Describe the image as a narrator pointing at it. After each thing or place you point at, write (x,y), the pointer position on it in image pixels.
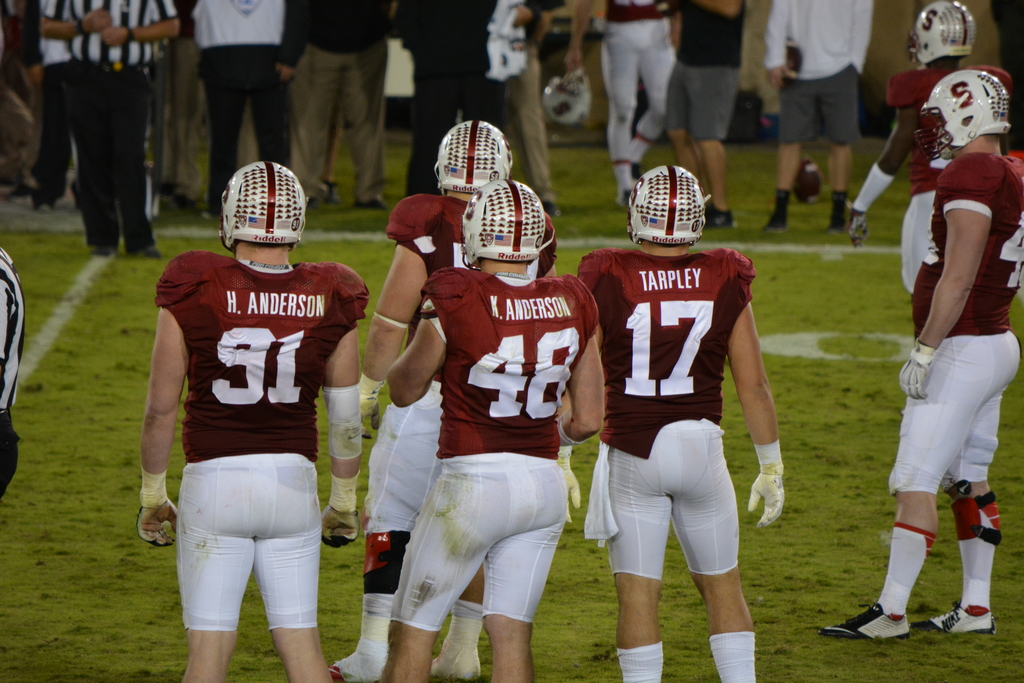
In this image on the right (921,295), there is a man (958,220), he wears a t shirt (989,185), trouser (952,429), shoes (931,626) and helmet (986,123). In the middle (682,418) there is a man (668,398), he wears a t shirt (672,266), trouser (665,508), helmet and there is a man (495,429), he wears a t shirt (496,412), trouser (484,510), helmet (481,239), in front of him there is a man (458,268), he wears a t shirt (455,280), trouser (373,513), helmet (490,140). On the left (268,405) there is a man (288,379), he wears a t shirt (286,434), trouser (289,529), helmet (265,238). At the top (920,111) there are many people (503,107). At the bottom (126,479) there is a grass (103,482).
